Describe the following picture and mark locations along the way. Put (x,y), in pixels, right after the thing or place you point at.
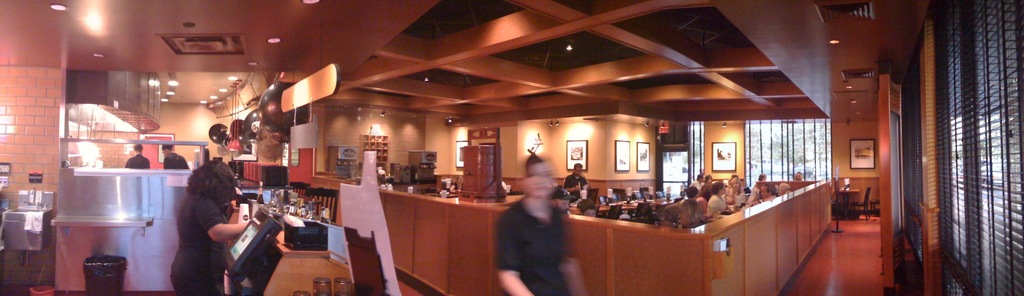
This picture is clicked inside the hall (838,149). On the right corner (966,107) we can see the metal rods (1005,125) and a door (887,207). In the center (672,195) we can see the group of persons (741,187) sitting and we can see the electronic devices (615,199), picture frames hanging on the wall (612,148), roof (830,70), ceiling lights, group of persons (180,225), bottles (295,199), chairs (324,188) and some objects (244,133) hanging on the roof (200,92). On the left (21,240) we can see a wash basin (33,235) and many other objects (75,173). In the background (373,137) we can see the cabinet (387,148) containing some objects (378,134), we can see the tables (627,204) and many other objects (645,198).
